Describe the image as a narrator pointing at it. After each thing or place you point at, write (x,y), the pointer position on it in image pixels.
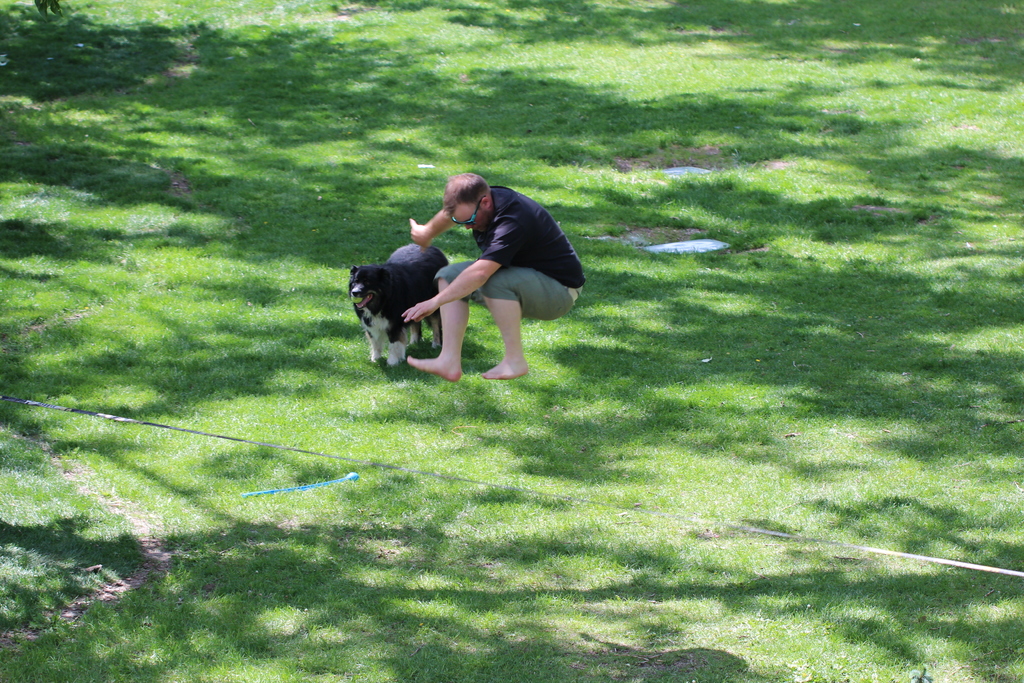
This picture is of outside. In the center (522,266) there is a Man (491,293) who is jumping and there is a Dog (375,301) standing on the ground (353,333) and the ground (349,61) is full of grass (581,129). In the background (96,61) we can see the shadows (302,118) of the trees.
